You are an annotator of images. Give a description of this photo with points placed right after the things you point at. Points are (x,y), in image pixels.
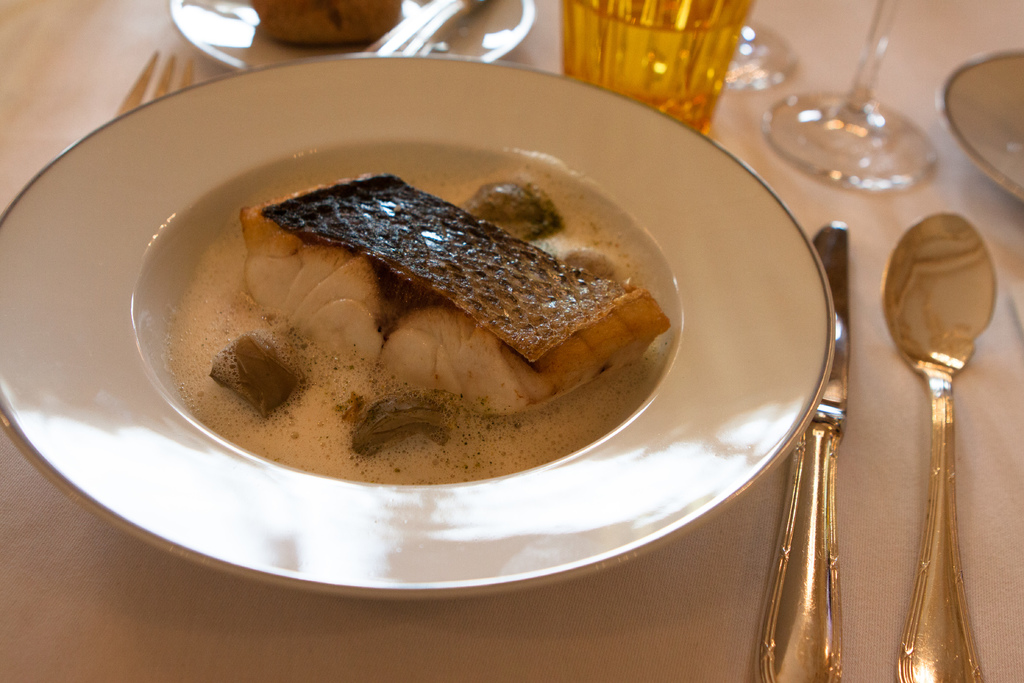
In this picture I can see food item (440,312) in the plate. I can knife (823,407) and spoon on the right side (826,429).
